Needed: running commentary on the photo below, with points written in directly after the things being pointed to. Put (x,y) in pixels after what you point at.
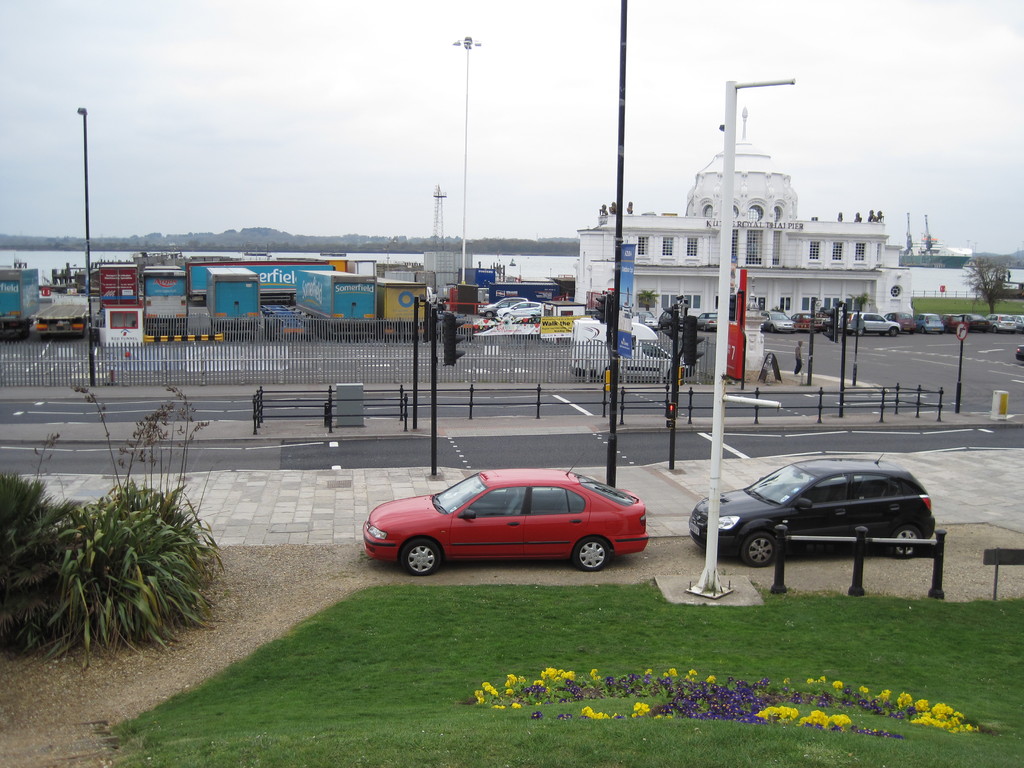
In the image there are two cars (593,530) on the side of the road (633,399) in front of grassland (450,672), in the middle (390,403) there is road (278,399) with fence (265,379) in the middle (410,403) and traffic lights (446,362) on either sides, in the back (333,282) there are many vehicles (510,306) and trucks (298,307) on the road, on the right side (683,241) there is a building (772,255) beside a ship (930,257) in the sea (526,267), over the background (431,187) there is a tower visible and above its sky (539,67).
